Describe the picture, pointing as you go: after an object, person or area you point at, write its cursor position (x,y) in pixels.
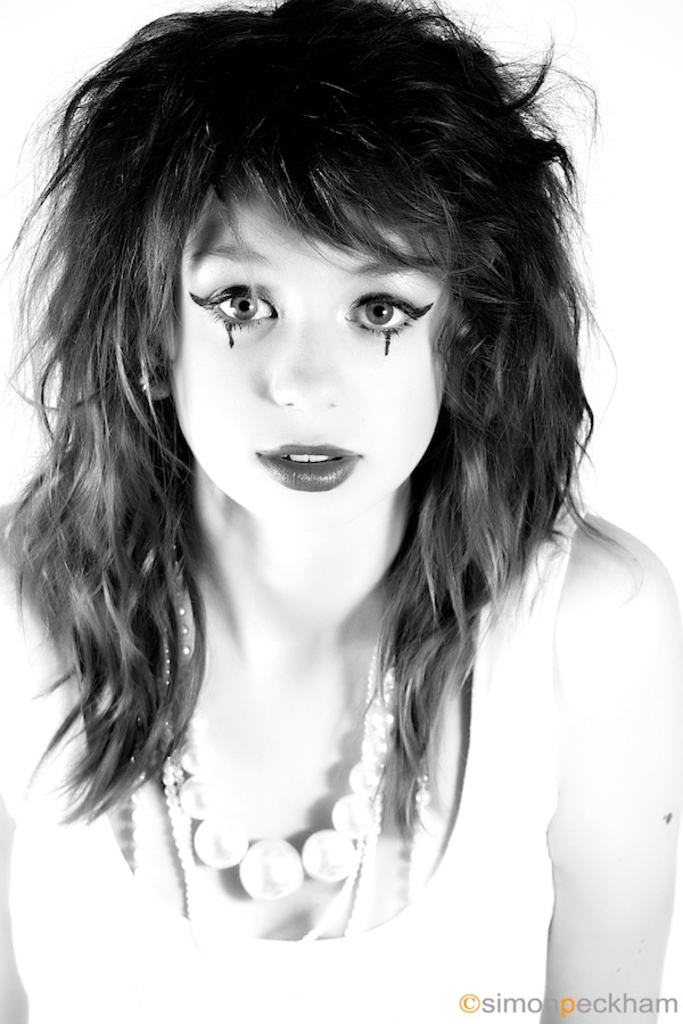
This is a black and white image. In the image there is a lady (434,934) with pearls chain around neck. Below her eyes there is a black color mark (231,338). At the bottom of the image (474,1008) there is a watermark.
